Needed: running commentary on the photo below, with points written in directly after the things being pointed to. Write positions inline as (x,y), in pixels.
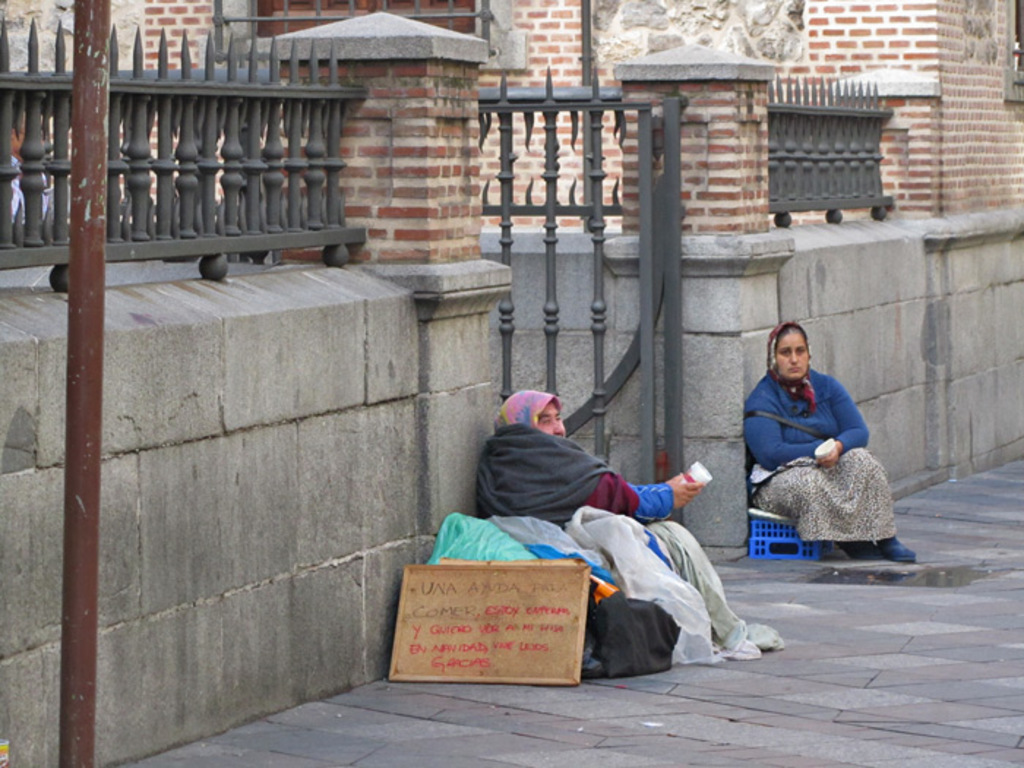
This picture is clicked in the city. The woman (519,481) in the blue jacket (654,496) is sitting on the footpath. She is holding something in her hand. Beside her, we see bags (477,544) in green and black color. We even see a wooden board (486,628) with some text (523,625) written on it. Beside her, we see a woman (758,427) in the blue jacket (783,443) is sitting on the footpath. Behind them, we see a wall (418,321) which is made up of stones (428,337). We even see an iron railing (312,156), gate (643,253) and a pole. In the background (847,54), we see a building (127,43).
